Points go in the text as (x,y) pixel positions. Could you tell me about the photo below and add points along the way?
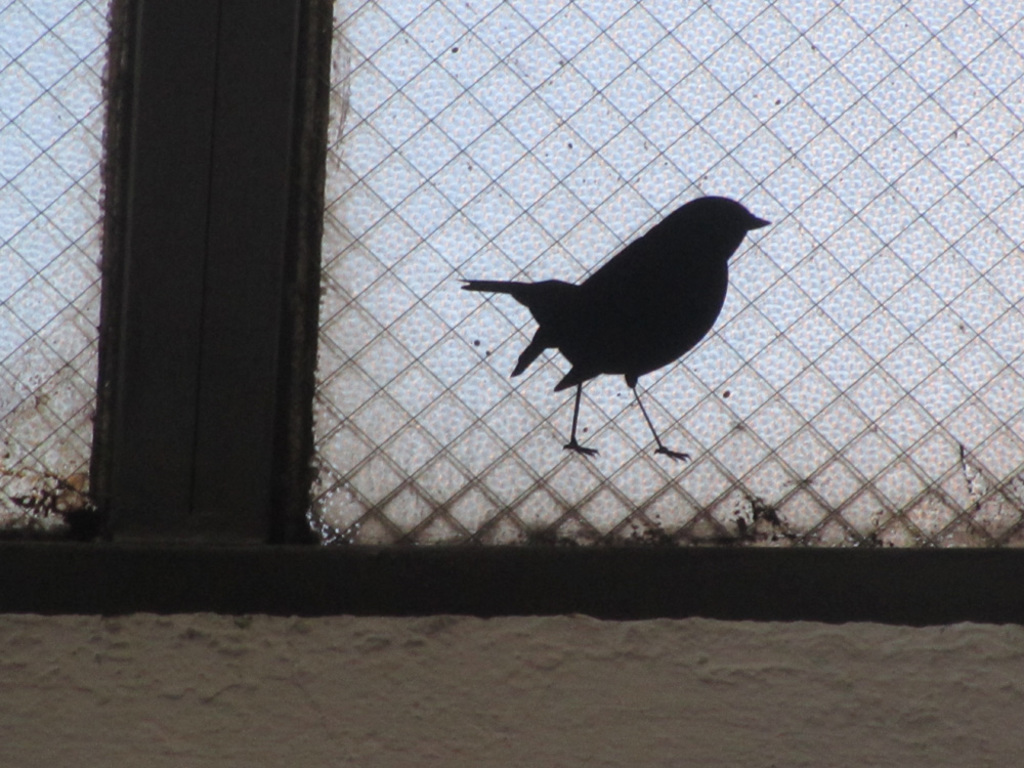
In this image in the center (558,426) there is a window (565,135) and there is a shadow (599,333) of one bird (583,363), at the bottom (431,669) there is a wall (838,651).
